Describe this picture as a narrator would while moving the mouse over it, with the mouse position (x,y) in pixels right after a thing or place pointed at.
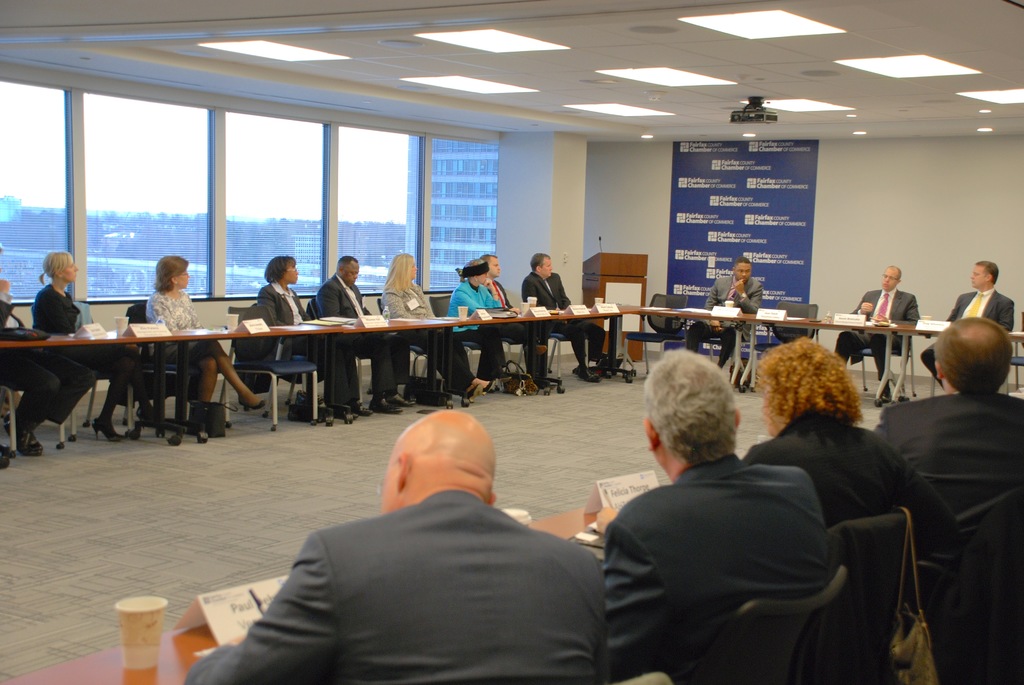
in the picture we can see a room (450,290) having a meeting, the people (347,371) were sitting in the chair (300,358) having tables (207,637) in front of them, there are many items (196,605) present on the table (195,631), we can also see buildings (416,194) from the window (136,157), we can also see clear sky (96,137) through the window (164,152).
